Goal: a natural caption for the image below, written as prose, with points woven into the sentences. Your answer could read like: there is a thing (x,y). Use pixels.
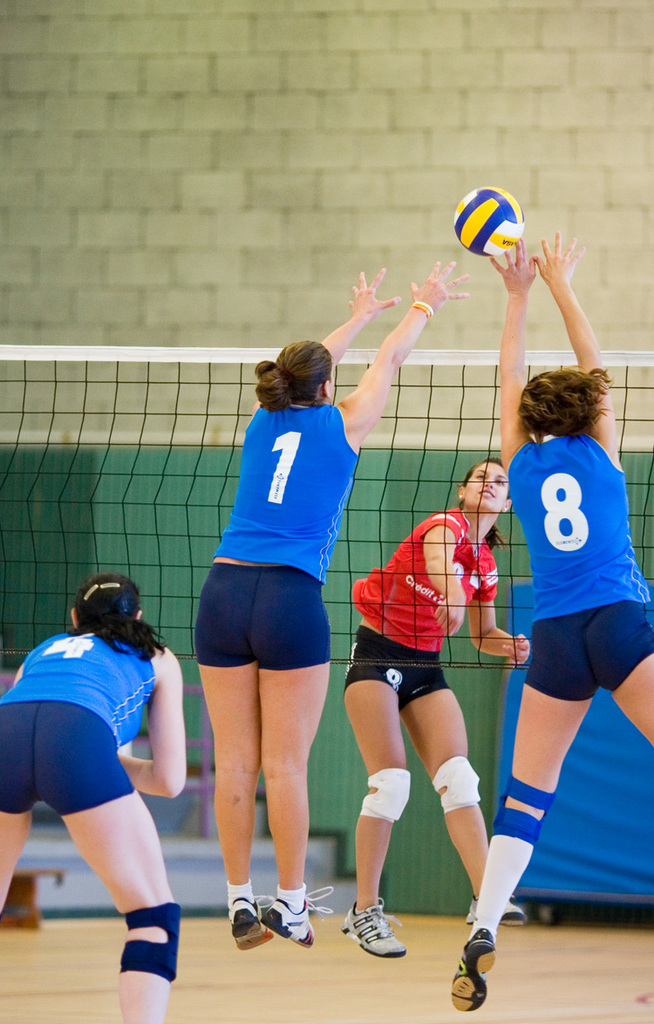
In this image I can see there are three girls (261,654) wearing a blue color dress (227,660) and they are playing a game and in the middle (230,461) I can see the fence (411,458) and pole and back side of the fence (425,356) I can see a girl (468,524), wearing a red color dress (490,552) and at the top (229,247) I can see the wall (424,222).
